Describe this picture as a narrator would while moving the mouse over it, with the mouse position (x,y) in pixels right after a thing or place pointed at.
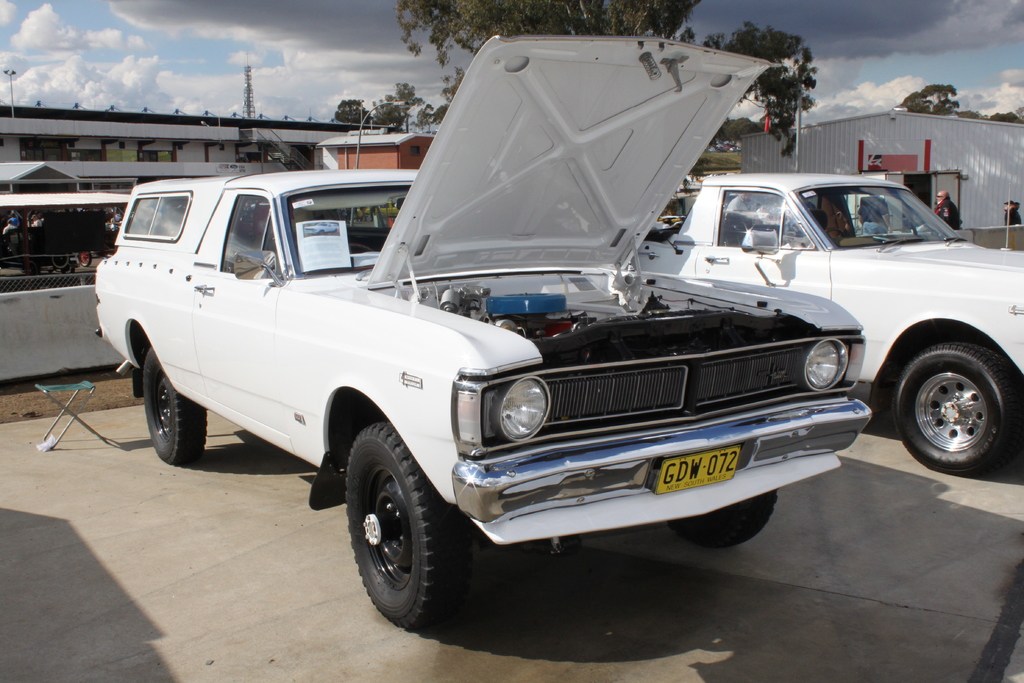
In the foreground (387,300) I can see two cars (617,428), stand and a group of people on the road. In the background (892,136) I can see buildings (213,160), tent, shed (943,130), trees (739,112), tower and the sky (313,112). This image is taken may be during a day.
